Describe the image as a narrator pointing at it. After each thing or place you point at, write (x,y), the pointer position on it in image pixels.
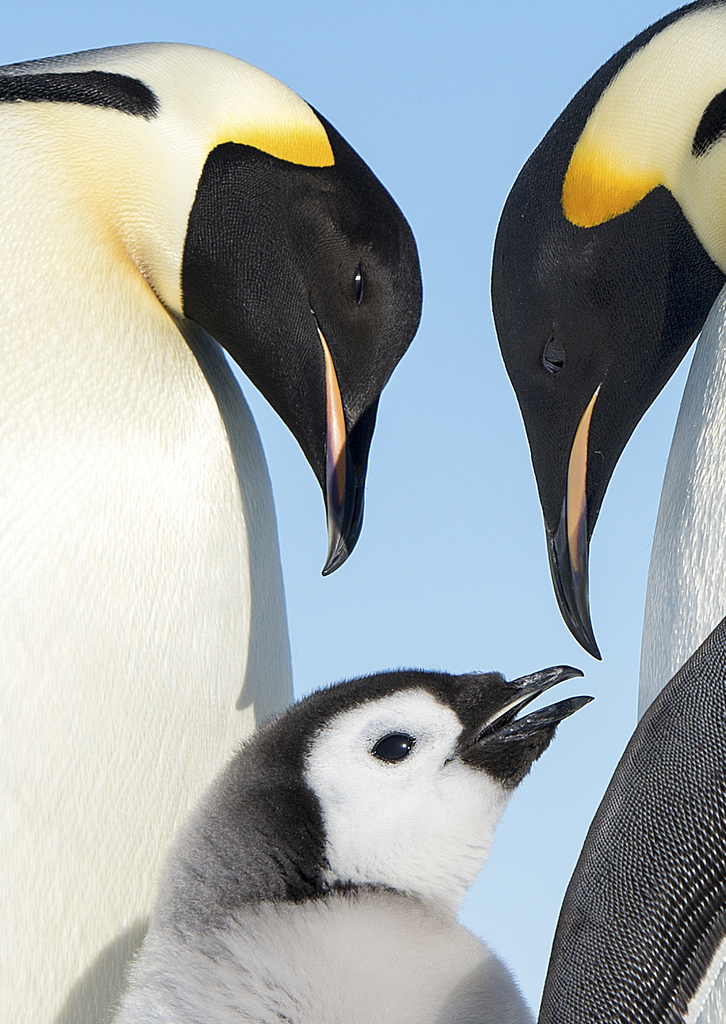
In this picture we can see there are three penguins (55,256) and behind the penguins (40,344) there is a sky (416,518).
